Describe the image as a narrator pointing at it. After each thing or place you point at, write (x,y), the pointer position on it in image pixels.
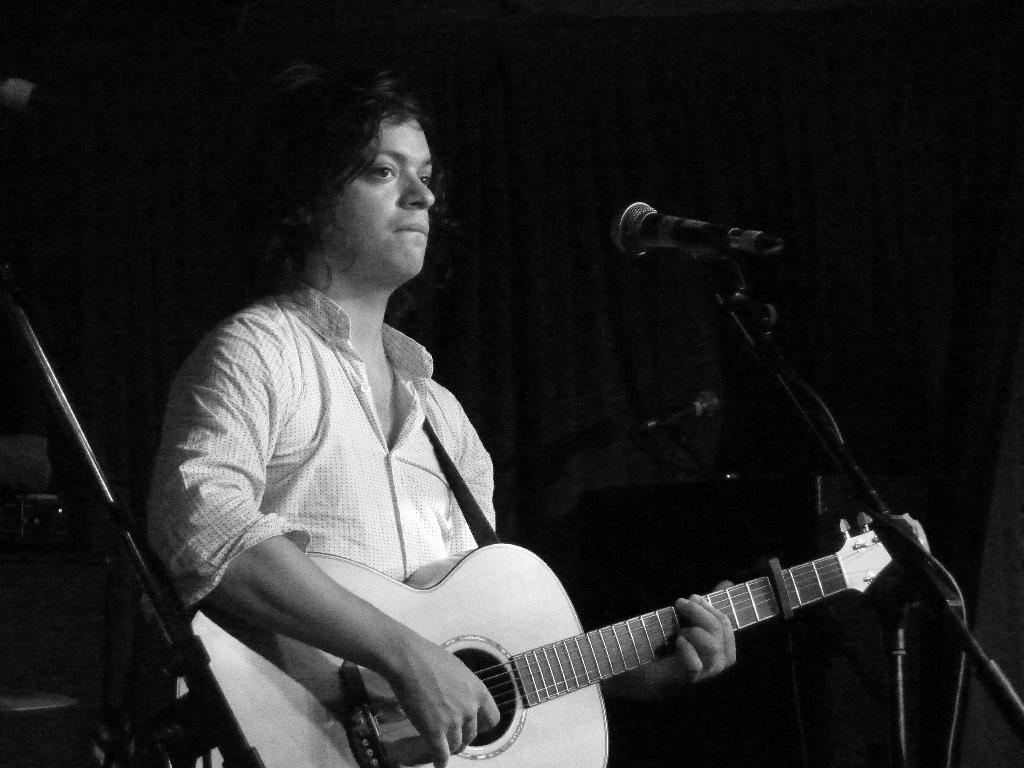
In this image i can see a person (352,190) standing and holding a guitar (461,654) there is a microphone (736,247) in front of a person (356,442), at the background (494,452) i can see a microphone (678,414) and a black curtain (556,103) at left (115,511) there is a stand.
